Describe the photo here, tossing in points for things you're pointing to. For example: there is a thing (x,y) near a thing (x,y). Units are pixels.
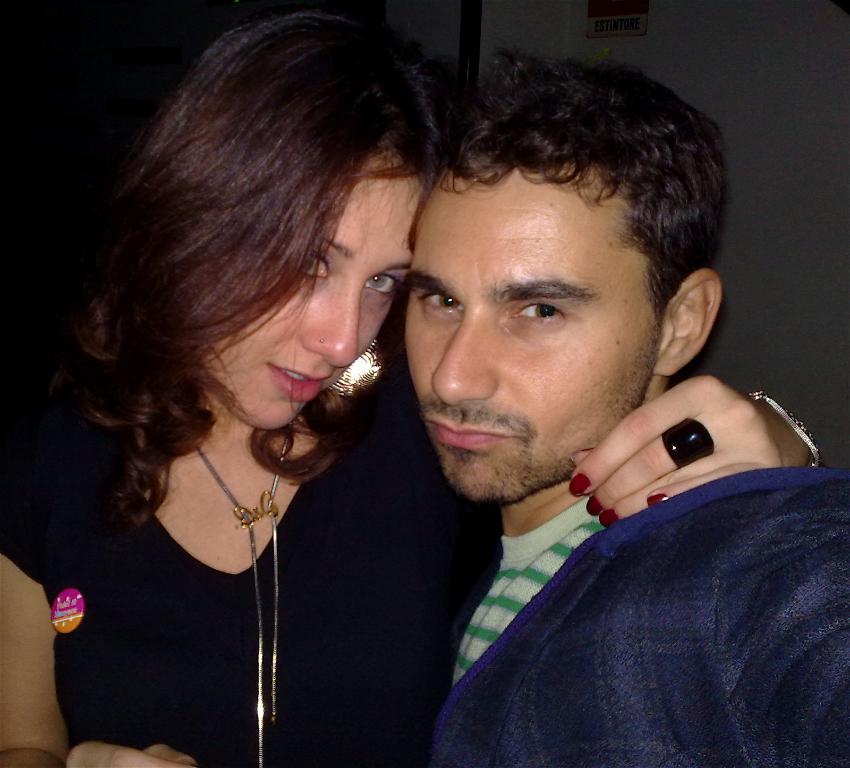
On the left side (282,577), there is a woman (88,611) in a black color top (245,599), and keeping a hand (766,421) on the shoulder (764,594) of a man (542,550) who is in the blue color jacket (629,674). In the background (808,150), there is a wall (537,6).
